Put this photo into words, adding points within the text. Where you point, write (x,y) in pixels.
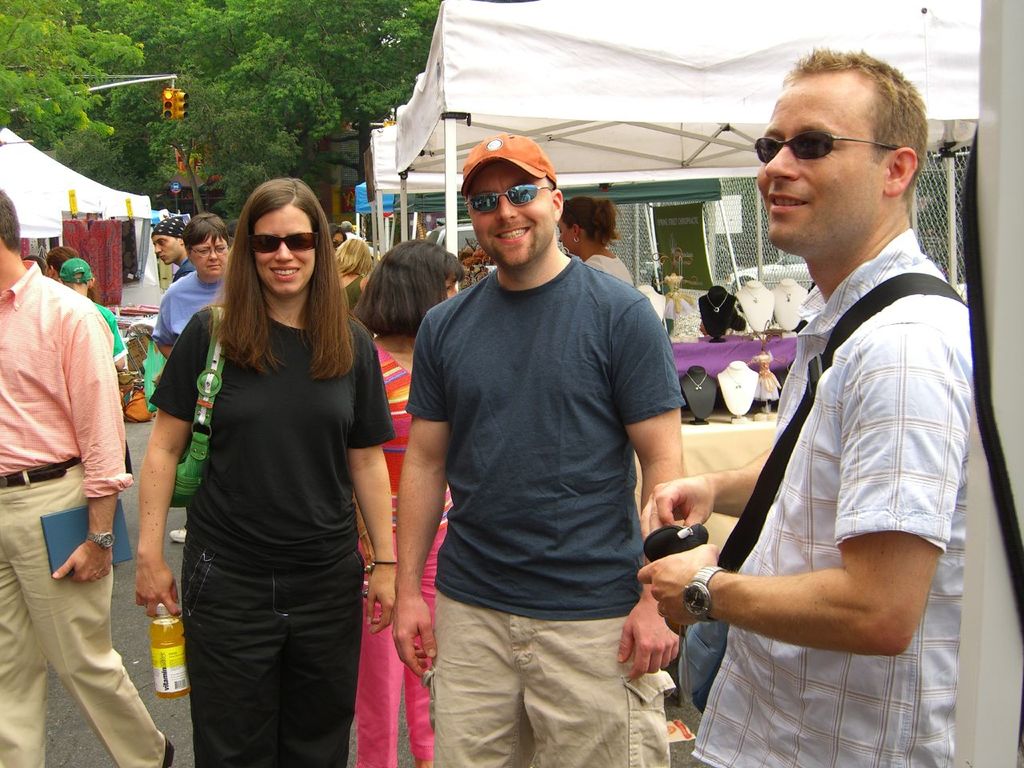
This picture shows few people (887,200) Standing and we see a woman (261,459) holding a bottle (178,621) in her hand (138,577) and we see a man (44,595) holding a book (57,557) in his hand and we see three people (286,233) wore sunglasses (265,237) on their faces (814,173) and a man (546,166) wore a cap (499,174) on his head (499,175) and we see tents (437,97) and few people (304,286) standing and watching the stores (89,251) and we see a traffic signal light (179,115) to the pole (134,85) and trees (194,74) and we see a man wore a bag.
